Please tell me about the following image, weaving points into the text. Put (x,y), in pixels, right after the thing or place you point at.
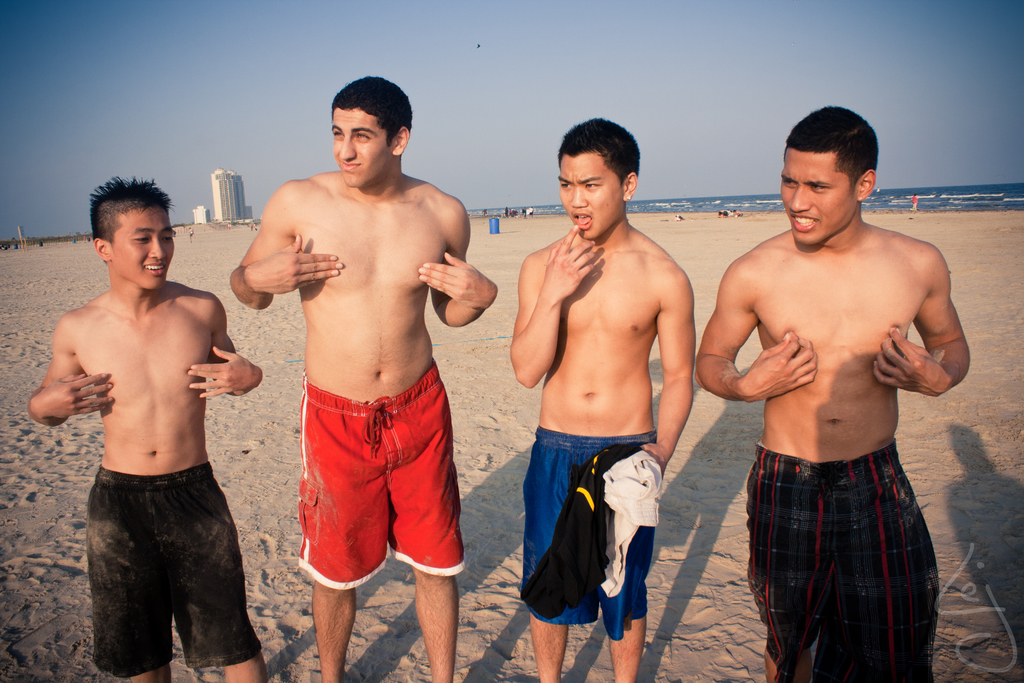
In this image I can see four people (386,398) are standing on the sand (652,612). I can see one person (642,564) holding the clothes (614,536). In the background (222,214) I can see few more people (724,212), buildings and the water (776,205). I can also see the sky (430,112) in the back (403,86).
